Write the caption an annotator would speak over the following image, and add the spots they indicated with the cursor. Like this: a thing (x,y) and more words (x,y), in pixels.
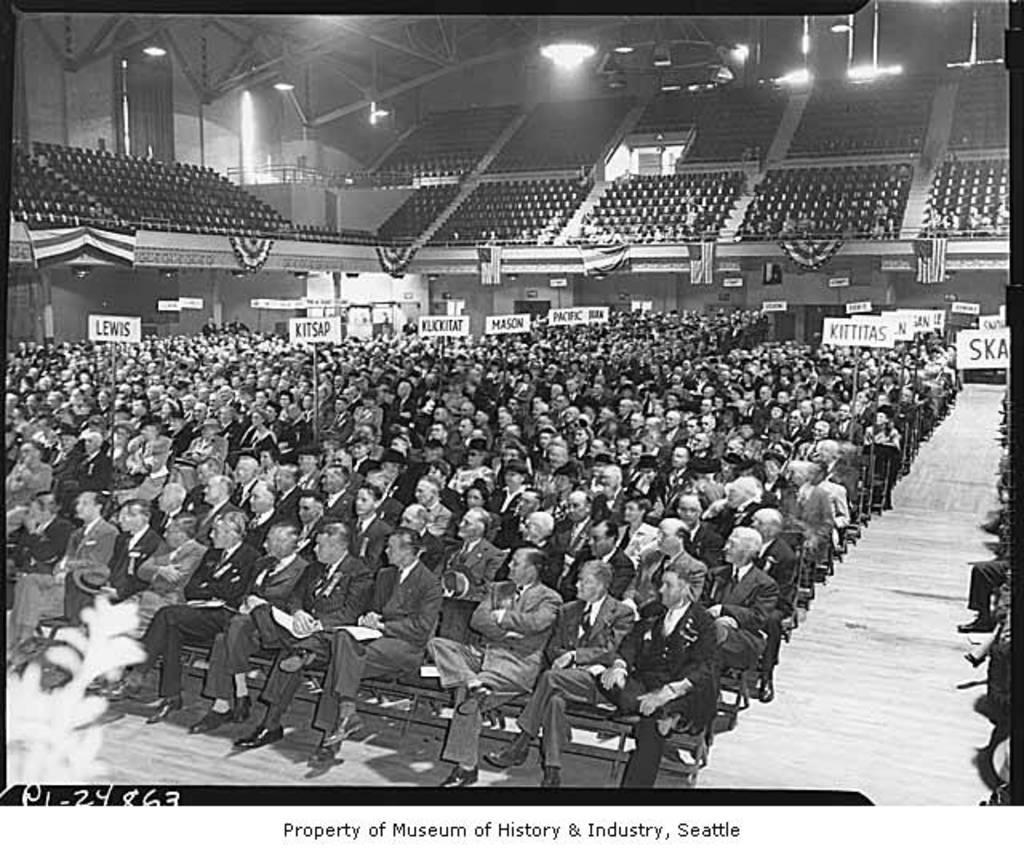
In this image I can see a crowd (475,340) is sitting on the chairs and a staircase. In the background (990,333) I can see boards (990,333), fence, lights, wall (197,120) and seats (236,190). This image is taken may be in an auditorium hall (645,82) during night.
